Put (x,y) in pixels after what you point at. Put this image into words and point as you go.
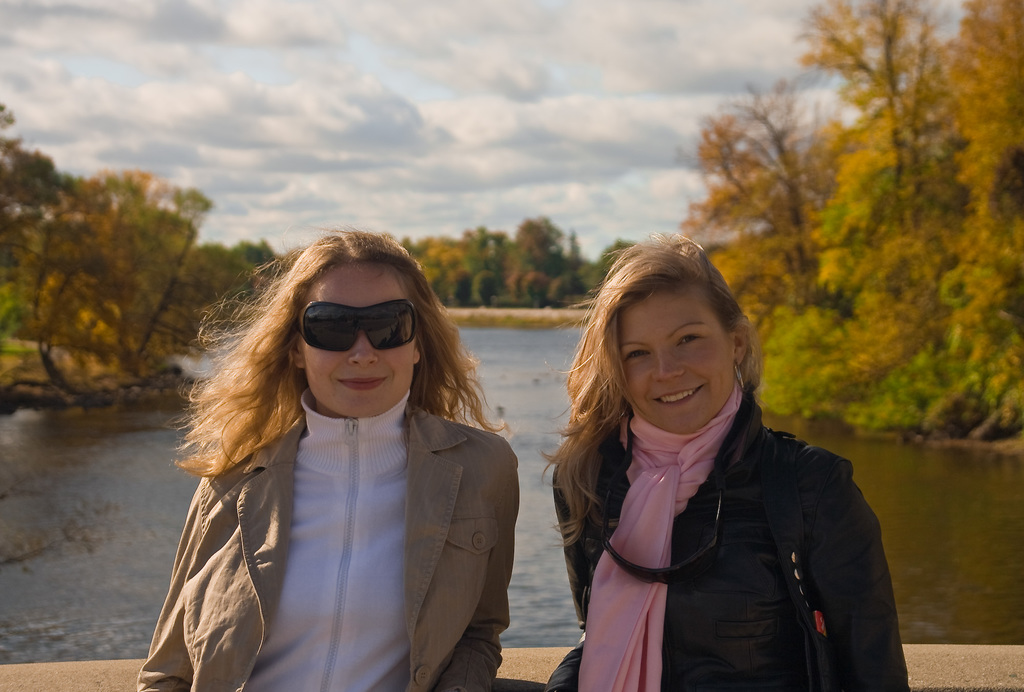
In the image we can see two women (414,495) wearing clothes (487,515) and they are smiling. This is a goggle (362,322), water (949,551), tree (135,265) and a cloudy sky (403,158).
